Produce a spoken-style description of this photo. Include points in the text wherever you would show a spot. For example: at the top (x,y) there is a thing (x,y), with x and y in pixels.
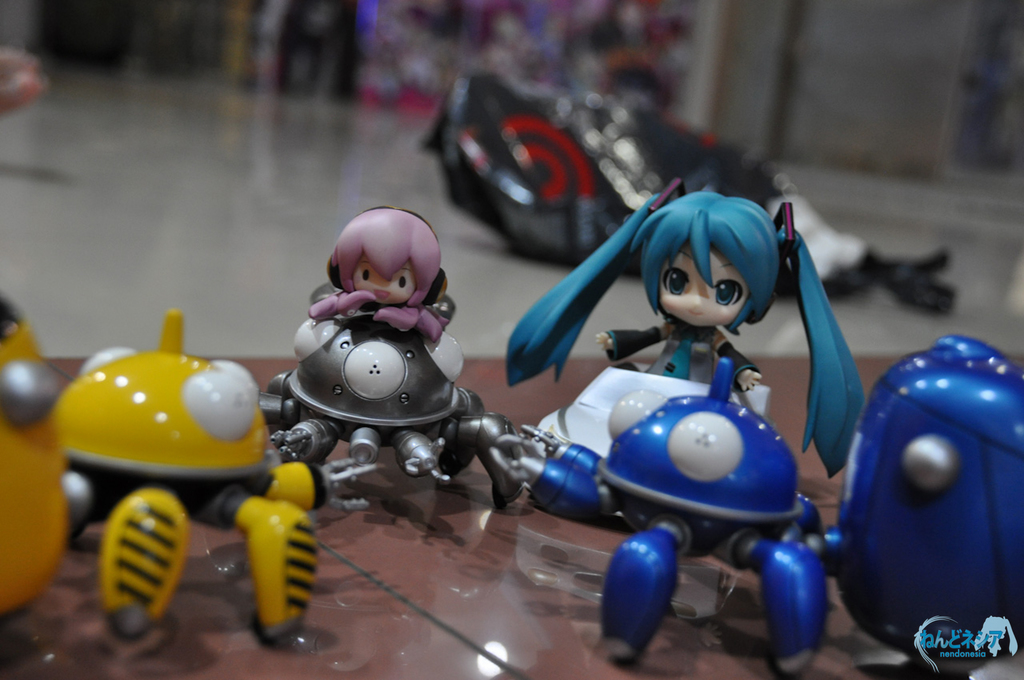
In this picture, we see the toys (540,347) and the toy vehicles (418,366) in yellow, grey and blue color. In the middle (525,229), we see a toy (791,191) in black and white color. In the background (704,61), we see a white wall (856,78) and the toys (459,60). This picture is blurred in the background (508,221).
